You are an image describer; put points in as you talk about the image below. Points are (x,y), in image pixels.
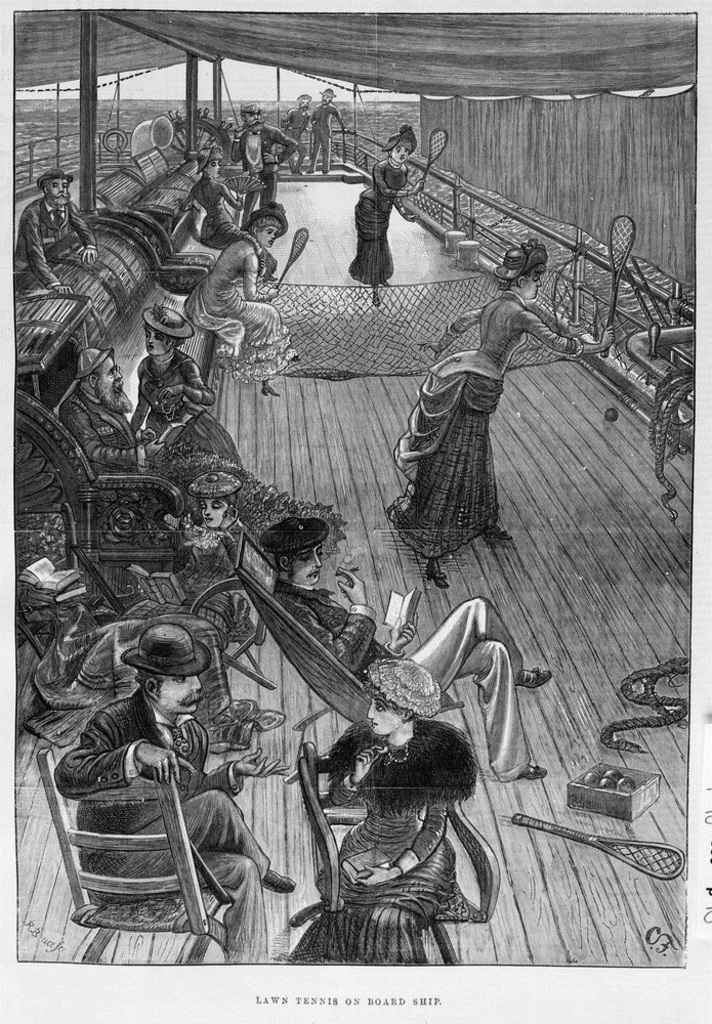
This is a black and white image. In this image we can see a painting (224,242). There are many people (193,326) sitting. Few are standing. Few are holding bats (293,251) and playing. And there is a net (325,309). And people (220,282) are wearing caps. And one person (315,583) is holding a book (398,597). On the floor (554,778) there is a box (590,799) with balls (593,777) and bat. And there are ropes (631,726). And few persons (109,400) are sitting on chairs (144,792).
